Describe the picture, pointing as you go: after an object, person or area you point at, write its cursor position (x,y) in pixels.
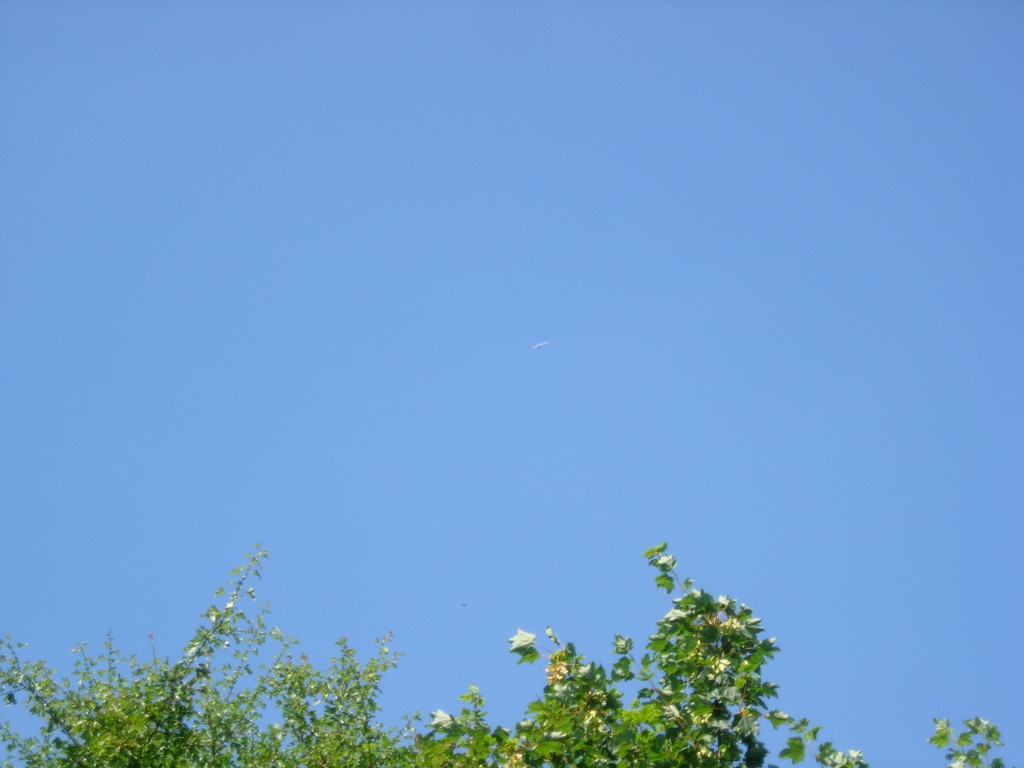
In this image I can see some plants (979,747) at the bottom of the image (970,761). At the top of the image (525,239) I can see the sky (553,346) with a bird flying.
